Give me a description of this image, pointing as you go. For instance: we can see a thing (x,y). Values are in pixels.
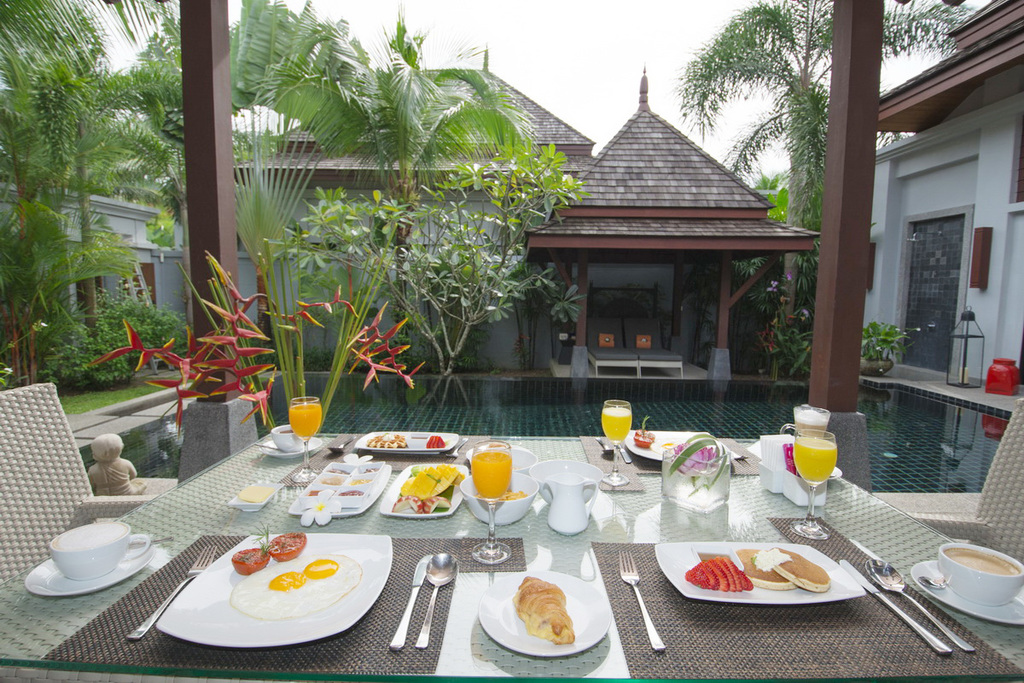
In this image we can see few food items (719,558), glass of juice (493,527) and a cup of tea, fork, spoons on the dining table (454,524), on the other side of the dining table (560,439) we can see the swimming pool (635,427), trees (483,289) and a house (887,201).
